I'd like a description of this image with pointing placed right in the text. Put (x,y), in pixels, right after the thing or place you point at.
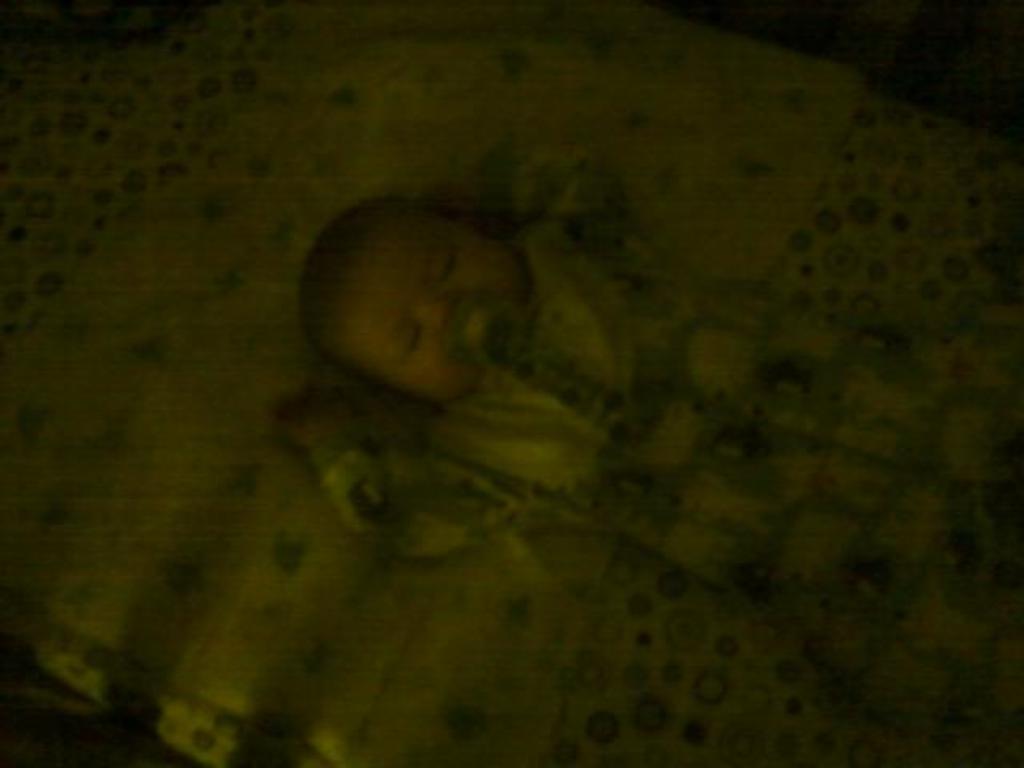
In this image I can see the dark picture. I can see the baby (344,424) is sleeping on the bed (215,675).
